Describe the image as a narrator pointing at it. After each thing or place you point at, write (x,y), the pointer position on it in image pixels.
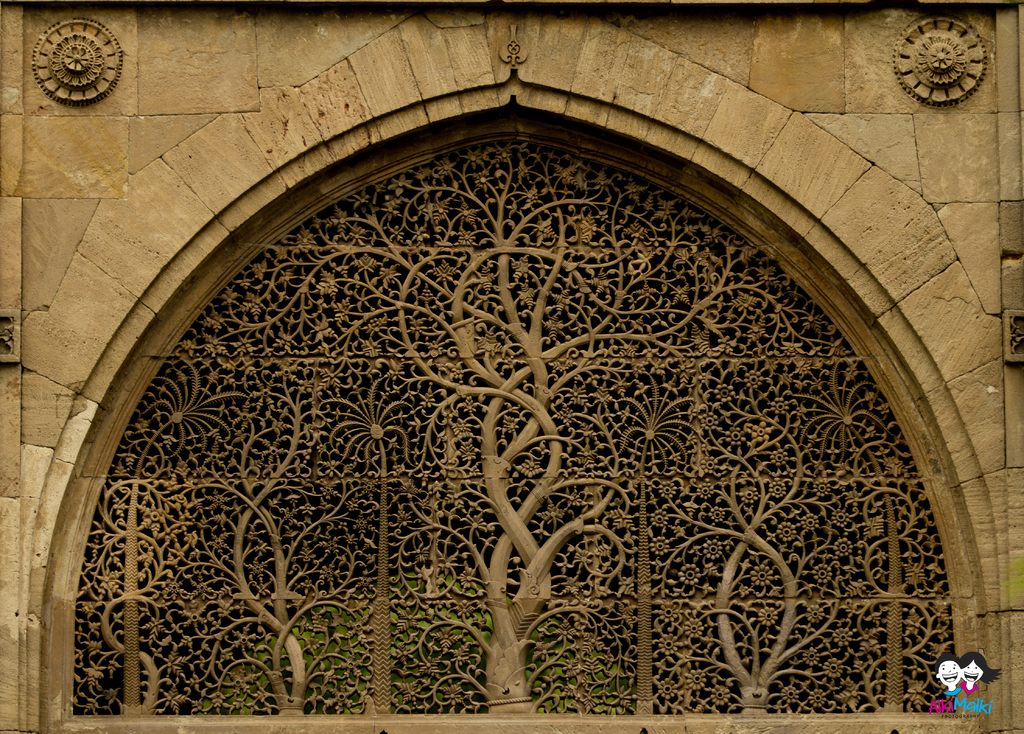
In this image I can see a carved window (300,458) to the wall (109,183). At the bottom right-hand corner (949,679) there is a logo (949,681).
